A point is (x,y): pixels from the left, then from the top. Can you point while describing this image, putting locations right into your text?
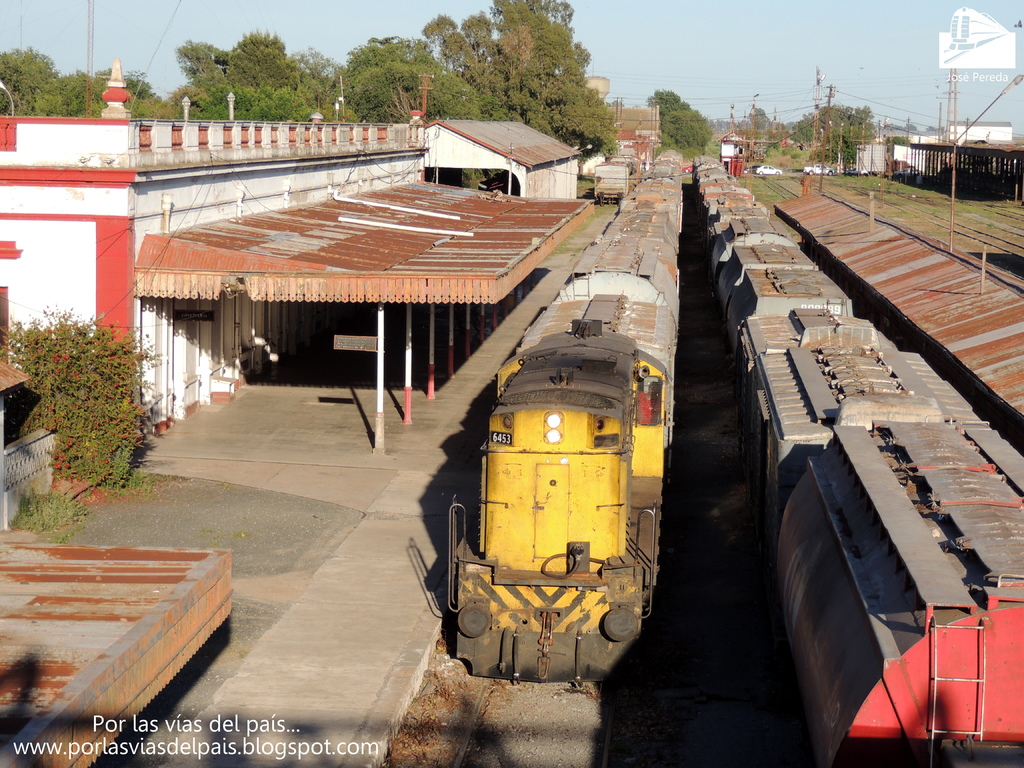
In this picture I can see trains (612,508) on railway tracks (561,748). Here I can see railway platform (256,410), buildings (192,211), plants (102,400), trees (789,135), poles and some other objects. On the right side (951,220) I can see poles (956,94) which has wires (835,89) and the sky (836,73) in the background (778,71). I can also see a watermark (232,728) over here.
